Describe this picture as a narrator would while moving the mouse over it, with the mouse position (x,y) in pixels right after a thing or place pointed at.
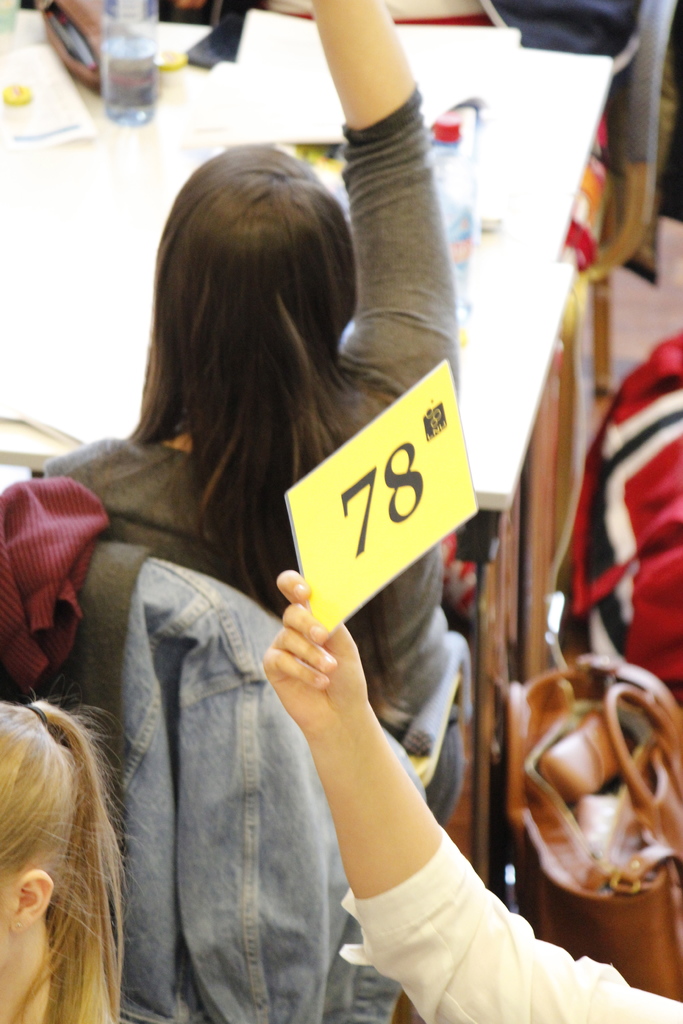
In this picture we can see a table (32,284), bottles (468,235), people (42,875) and few objects (585,685). On the right side of the picture (485,954) we can see a person's hand (301,603) holding a board (448,407).
